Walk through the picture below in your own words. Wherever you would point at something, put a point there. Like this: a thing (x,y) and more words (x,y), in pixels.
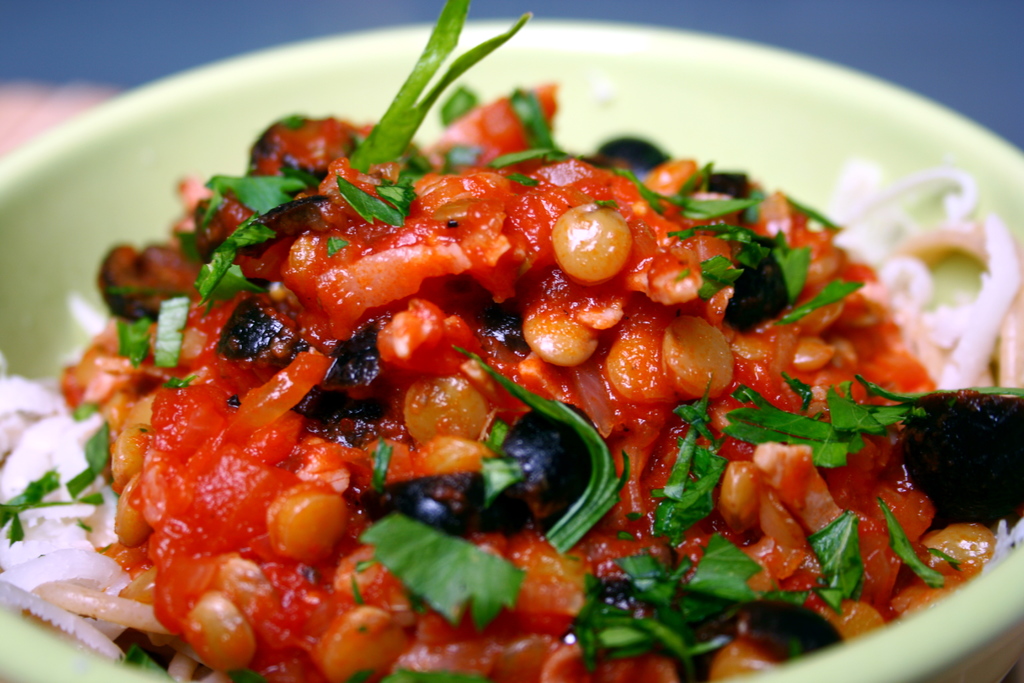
In this image I can see a bowl (215,112) which is light green in color and in the bowl (263,100) I can see a food item (338,156) which is red, green, black and white in color. In the background (912,57) I can see the blue colored surface (207,54).
